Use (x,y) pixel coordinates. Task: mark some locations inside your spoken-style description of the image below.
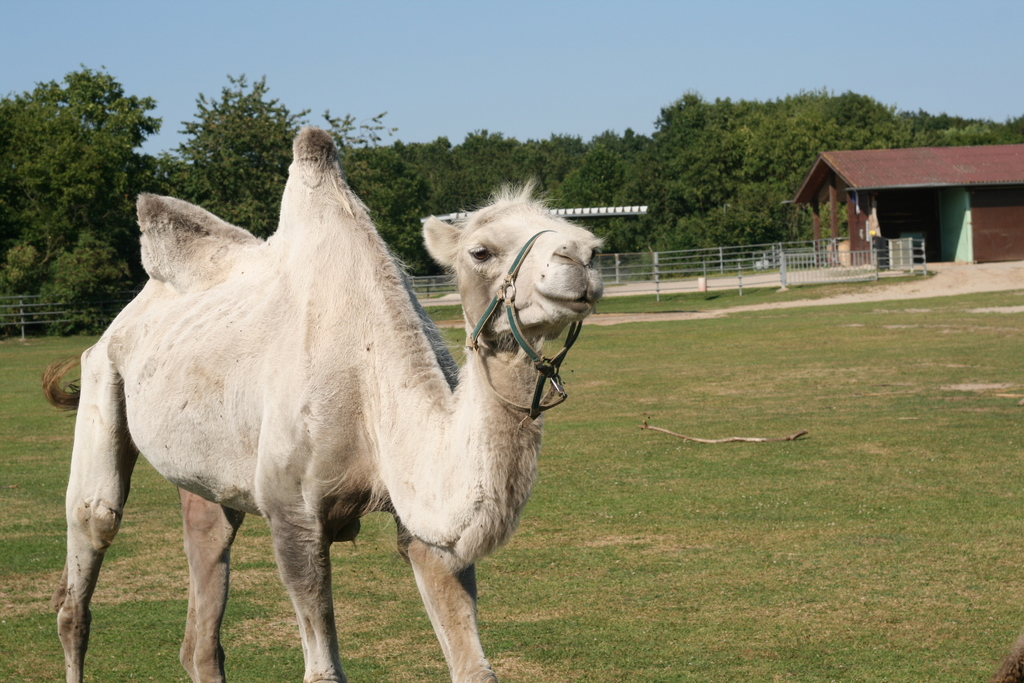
In this image we can see camel (218,415). On the ground (612,436) there is grass (866,368). In the back (745,273) there are railings (712,260). On the right side (878,215) there is a building (842,190). In the background (189,178) there are trees (463,193) and sky (466,76).
